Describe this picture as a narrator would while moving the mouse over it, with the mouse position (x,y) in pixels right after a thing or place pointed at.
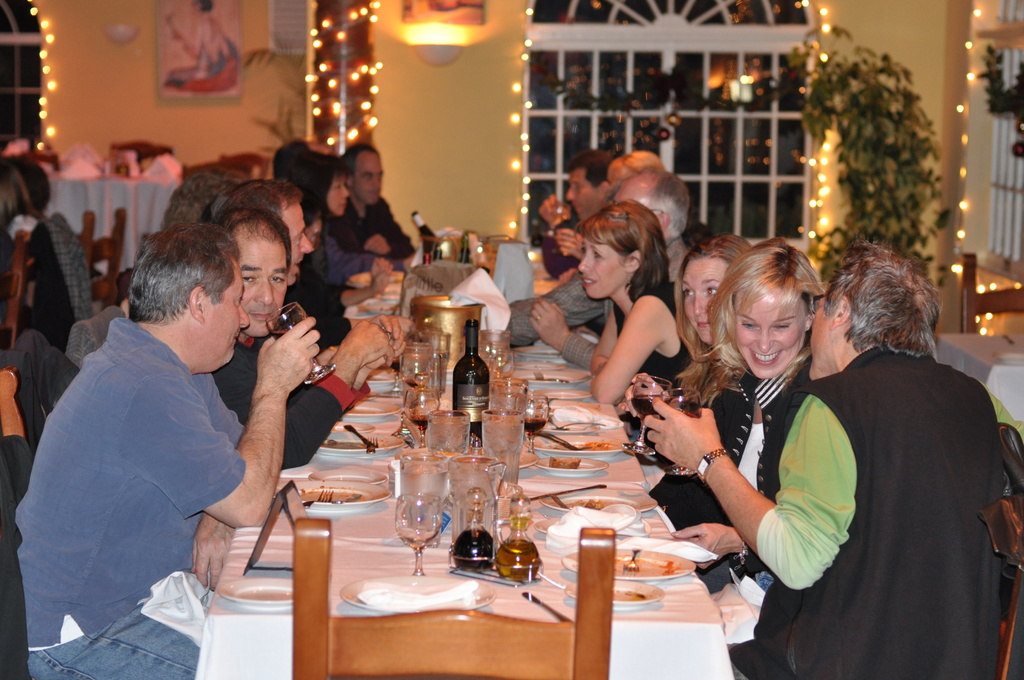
The picture is clicked in a restaurant (31,456) where there are several people (187,412) sitting on a white table (344,580) with food eatables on top of it. In the background (589,82) we observe glass windows (587,133) with lights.
